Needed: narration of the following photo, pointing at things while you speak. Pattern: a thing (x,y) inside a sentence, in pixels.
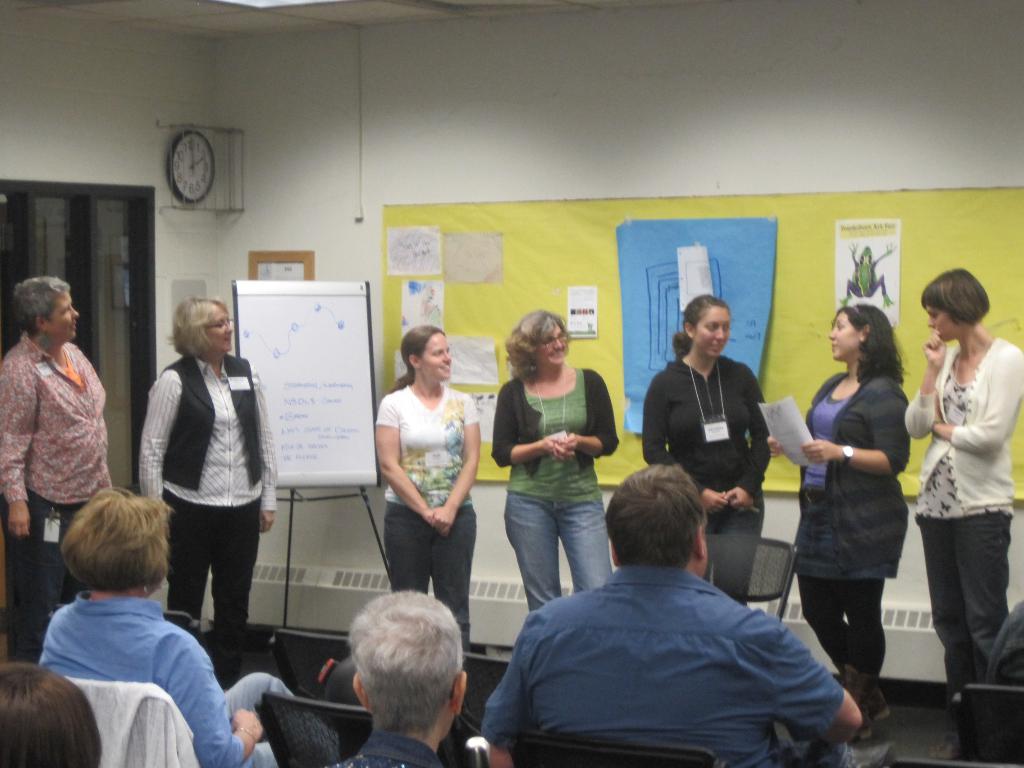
In this image I can see a group of ladies (72,480) are standing and speaking, behind them there are papers (576,327) stick to the board (798,308). At the bottom (690,697) few people (655,728) are sitting on the chairs (290,657) and looking at them. On the left side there is a wall clock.
